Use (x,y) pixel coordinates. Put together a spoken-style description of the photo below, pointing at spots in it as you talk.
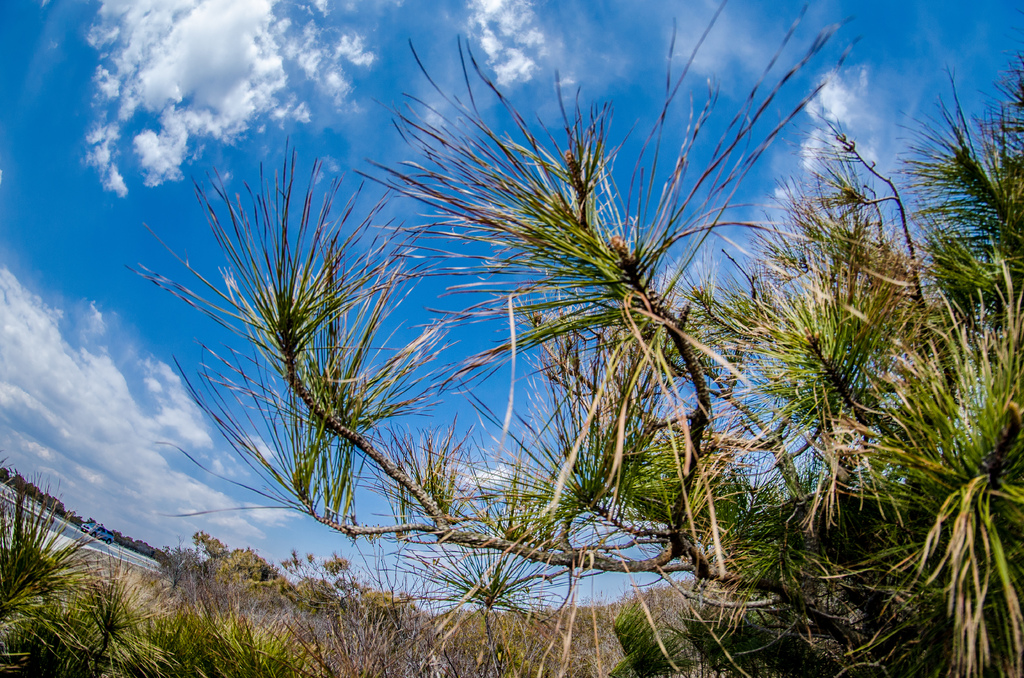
In this picture we can see few trees (629,400), plants (101,558) and clouds (243,73), on the left side of the image (109,535) we can see a car (101,537) on the road (46,532).
